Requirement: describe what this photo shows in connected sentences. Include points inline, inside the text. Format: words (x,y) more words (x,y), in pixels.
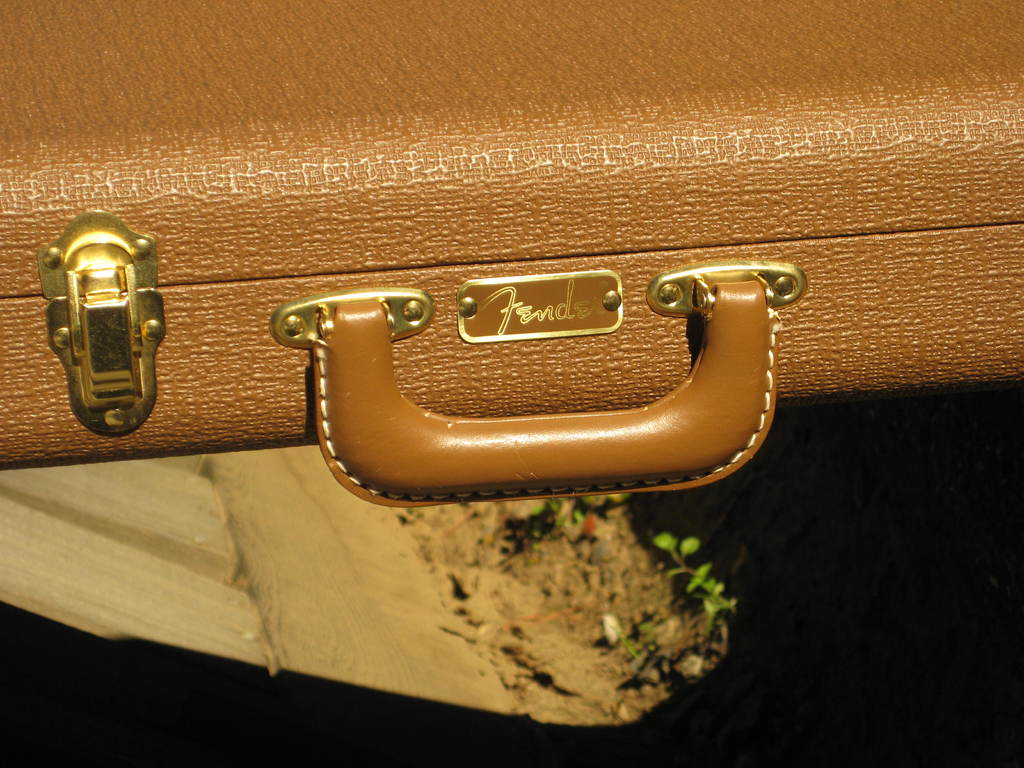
In this image, we can see briefcase (456,278). At the bottom (718,604), few plants (717,617) are there. On left side (288,613), there is a walk way (266,584).
